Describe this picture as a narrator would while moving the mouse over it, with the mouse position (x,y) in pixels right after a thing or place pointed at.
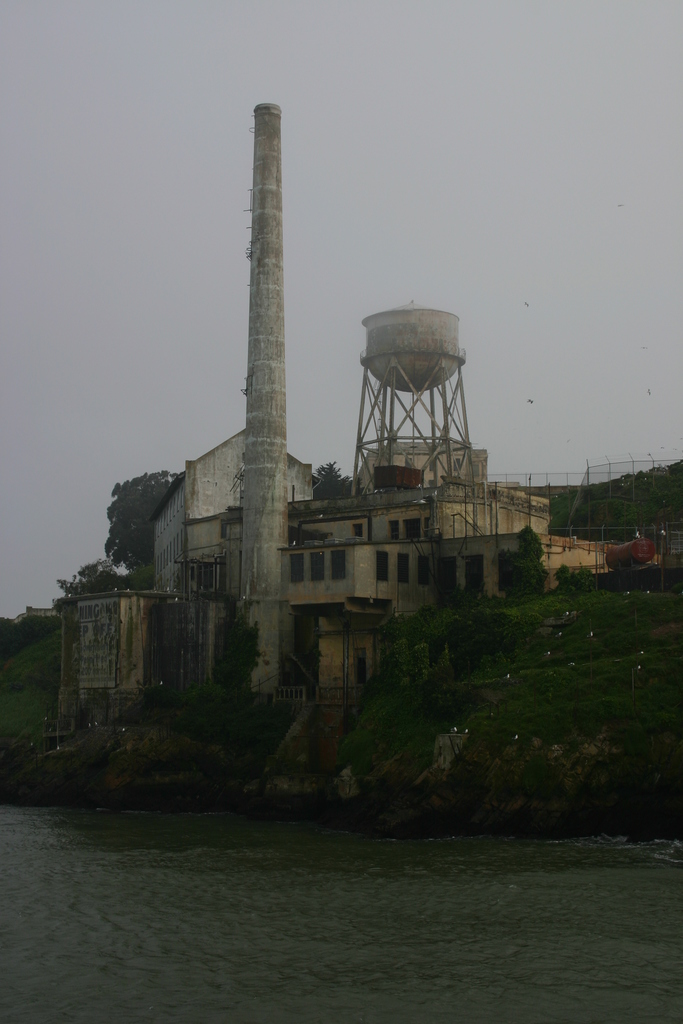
At the bottom of the picture (363,848), we see water (240,892). There are trees (447,632) and a building (356,546) in white color. This might be a factory (292,566). Behind the factory (464,569), we see a fence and trees (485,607). At the top of the picture (118,190), we see the sky (499,472).
